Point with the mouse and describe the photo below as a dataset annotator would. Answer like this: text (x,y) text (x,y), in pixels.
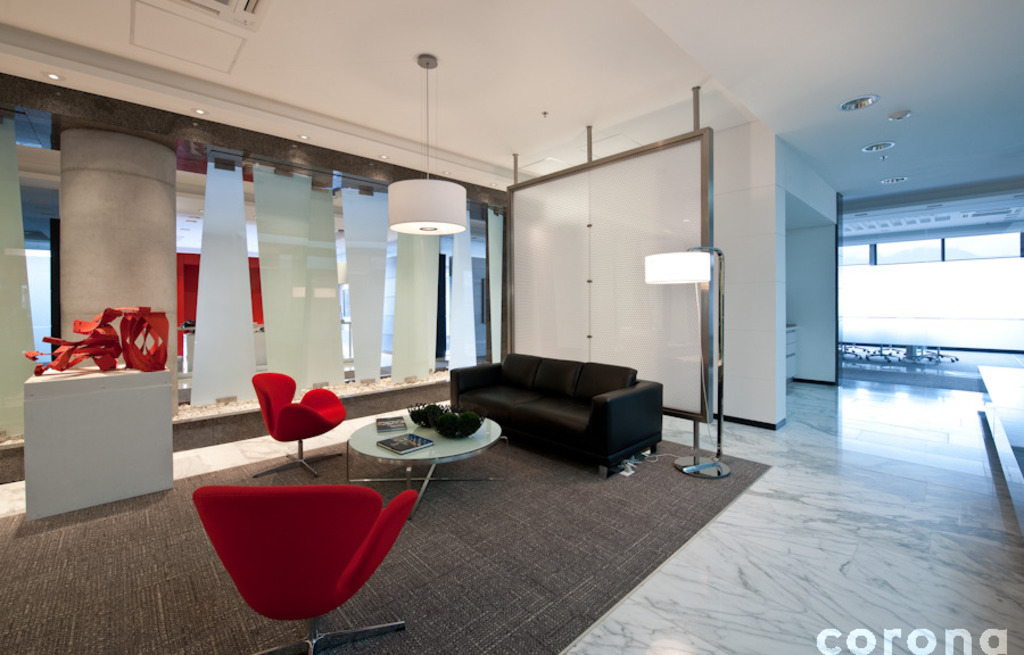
In this image I can see two chairs (397,511), a table (470,455) and a sofa (544,448). Here I can see a light (705,268).
